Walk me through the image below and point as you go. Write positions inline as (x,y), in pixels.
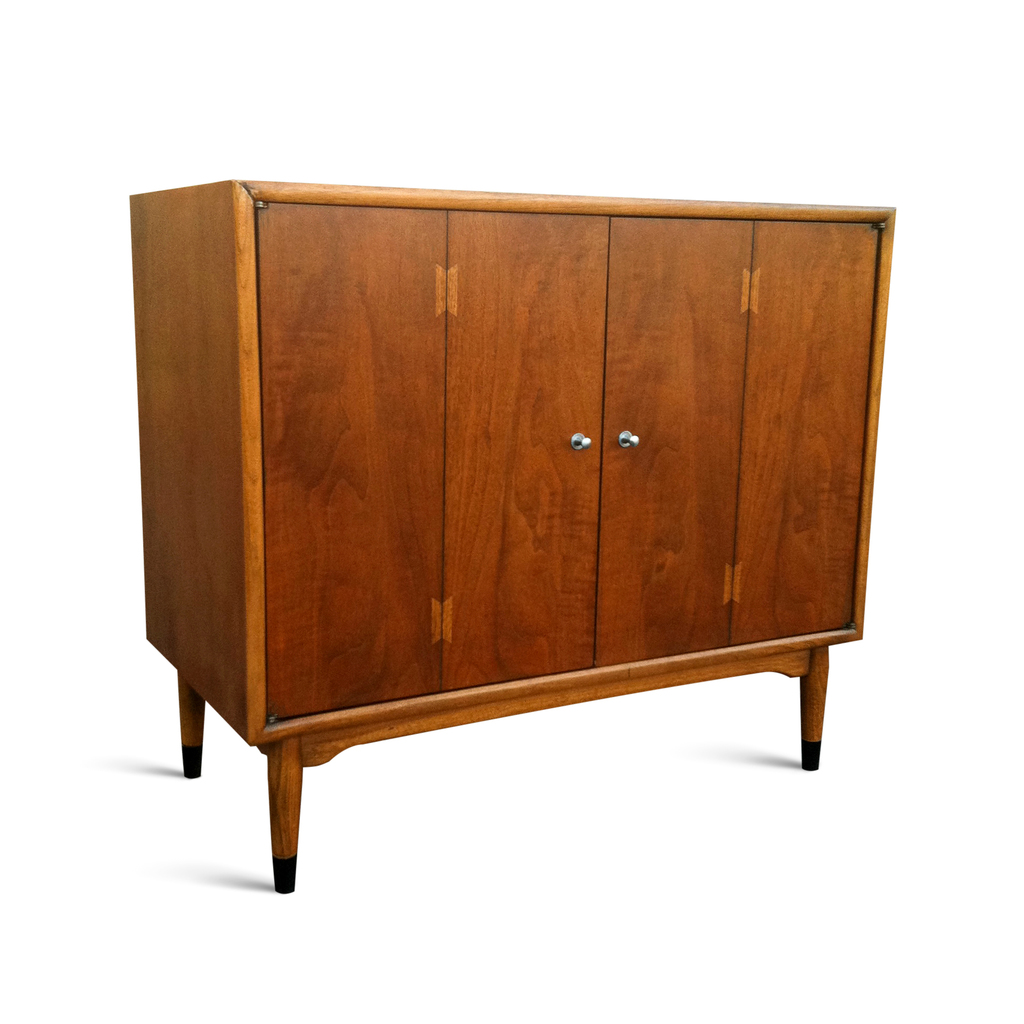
In this image there is a cupboard (498,469), the background of the image (648,960) is white in color.
